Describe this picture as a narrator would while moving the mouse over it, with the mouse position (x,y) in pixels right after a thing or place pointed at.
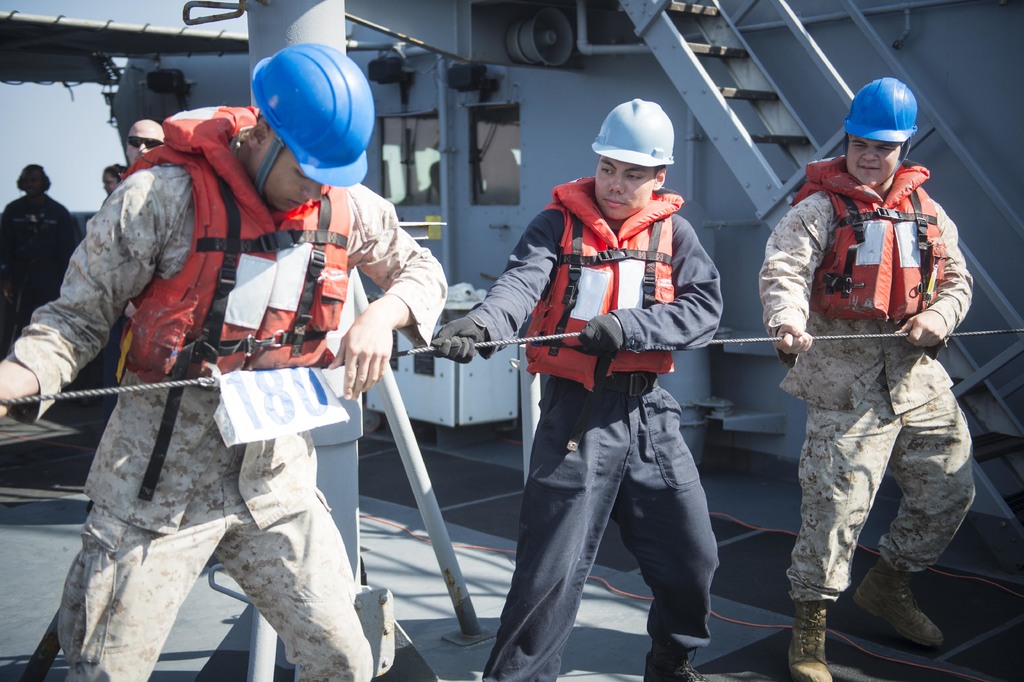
In this image there are three workers (532,287) who are standing one beside the other are pulling the rope (713,343). Behind them there are steps (680,54). On the left side (40,207) there are few people (34,179) standing on the floor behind them.
